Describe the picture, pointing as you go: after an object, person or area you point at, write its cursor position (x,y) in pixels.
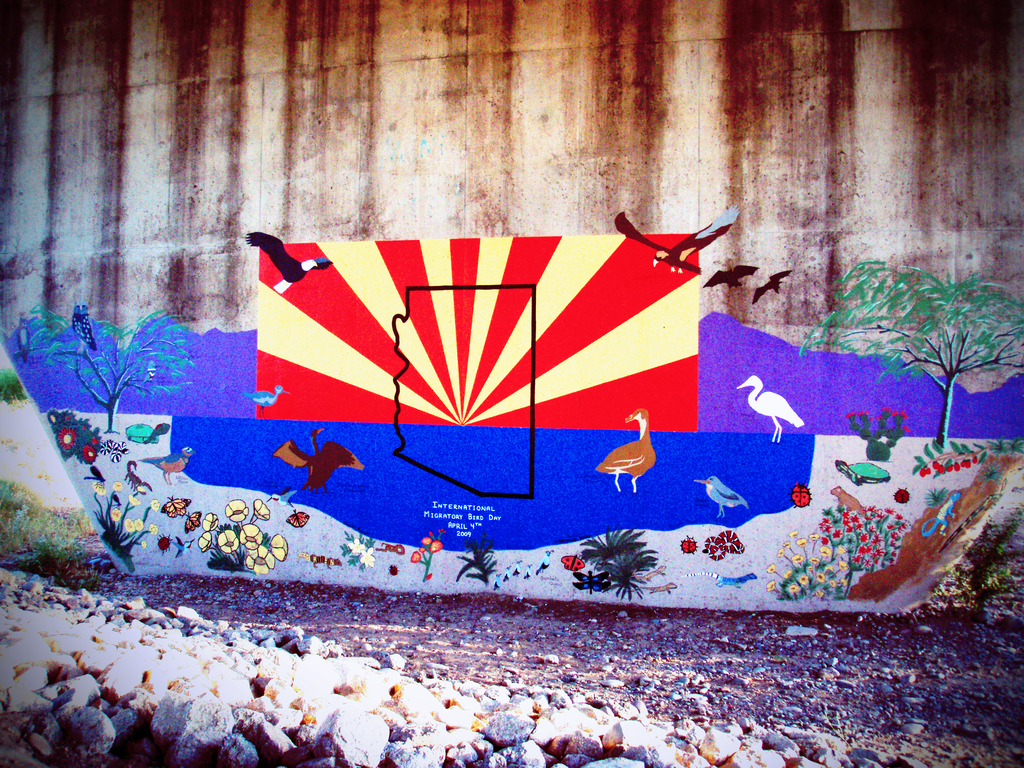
In the image we can see there is a wall (297,481) on which there are the drawings (178,500) of birds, trees (903,366), plants (115,527) and flowers (128,526) and insects (141,480) too. On the ground (192,678) there are stones (225,694).
